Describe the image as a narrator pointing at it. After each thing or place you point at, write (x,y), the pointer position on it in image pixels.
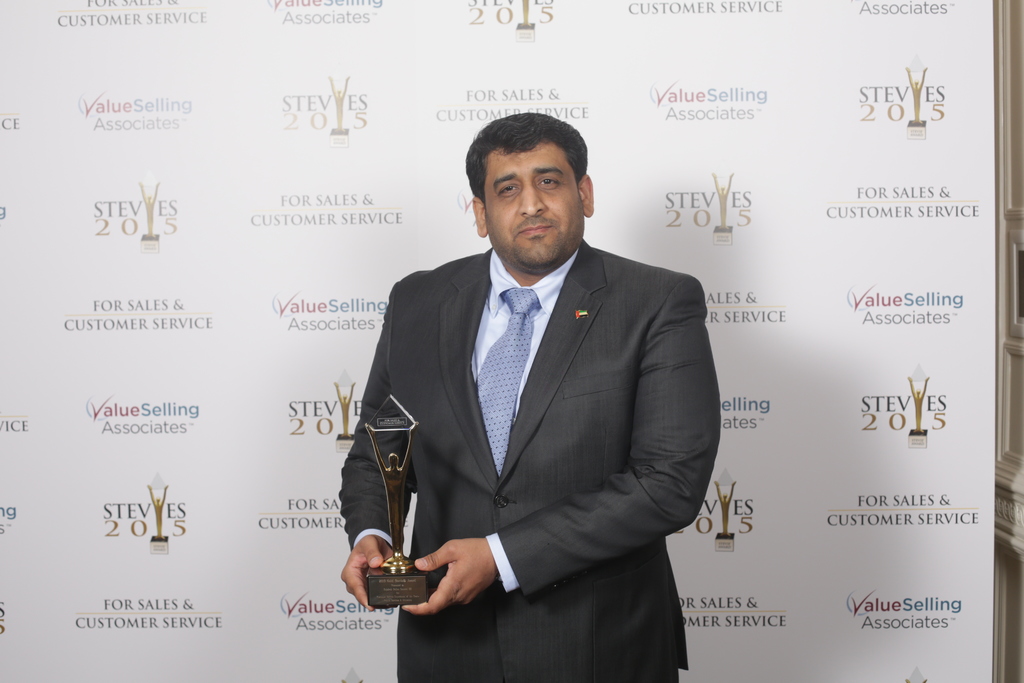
In this picture we can see a man (439,617) wore a blazer (473,453), tie (500,349) and holding a trophy (407,558) with his hands (484,556) and standing at the back of him we can see a banner (600,245).
